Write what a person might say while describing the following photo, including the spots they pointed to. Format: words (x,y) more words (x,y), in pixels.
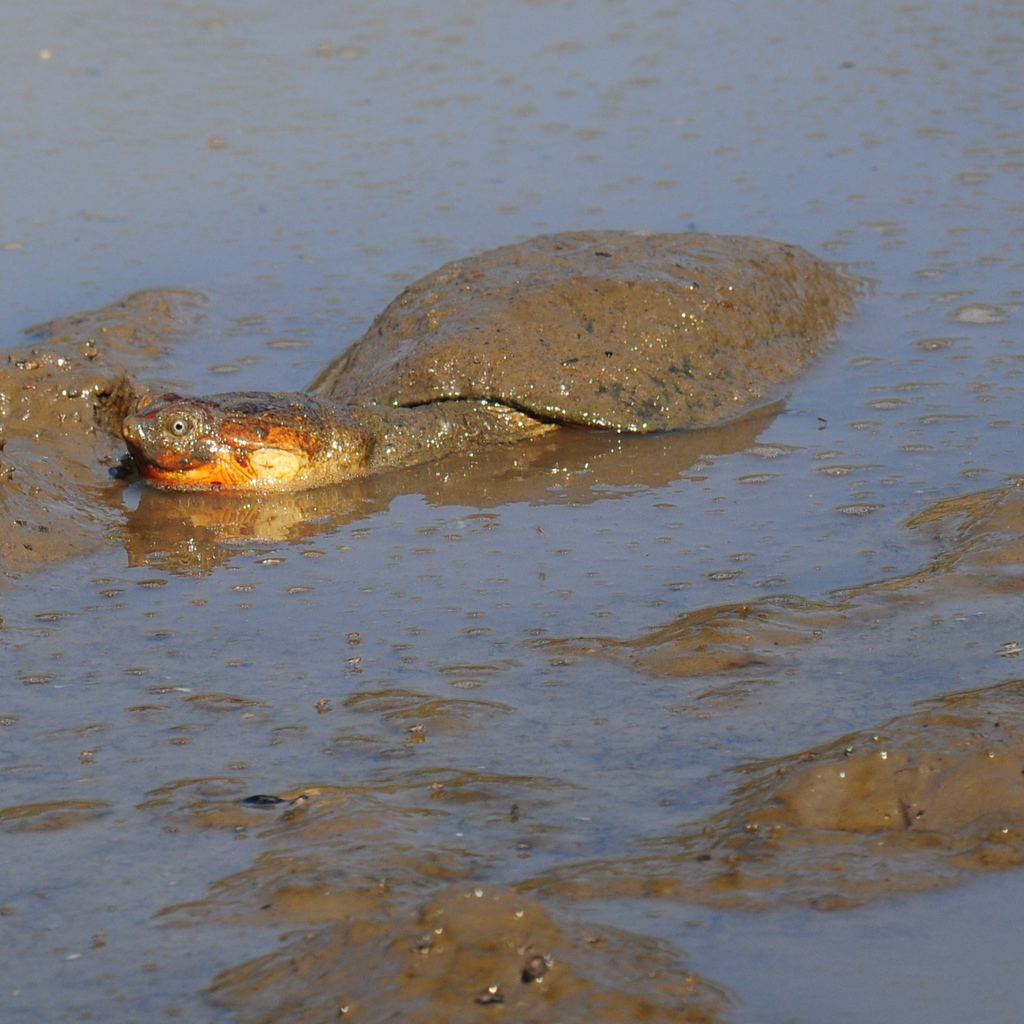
There is a tortoise (785,278) in the water (619,600), near wet mud (595,646).
